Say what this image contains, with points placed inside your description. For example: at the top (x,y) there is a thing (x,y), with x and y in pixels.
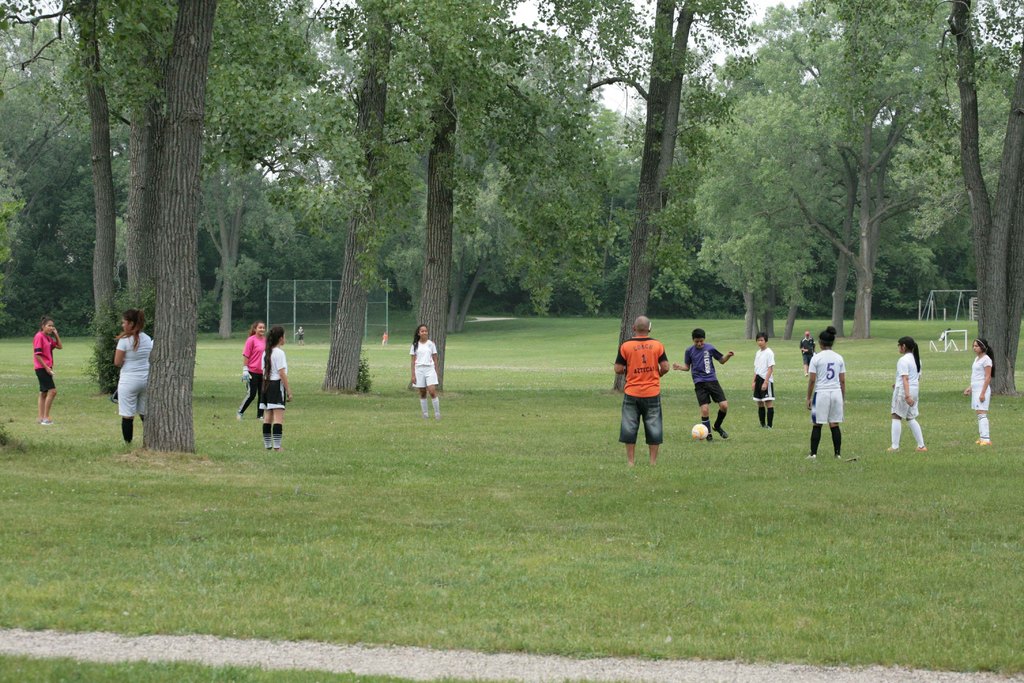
In this image we can see a few people (709,432) standing on the ground (743,436), also we can see a ball (705,425), there are some trees (158,367), plants (111,340), net (322,299), grass (370,333) and some objects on the ground (533,626), also we can see the sky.
